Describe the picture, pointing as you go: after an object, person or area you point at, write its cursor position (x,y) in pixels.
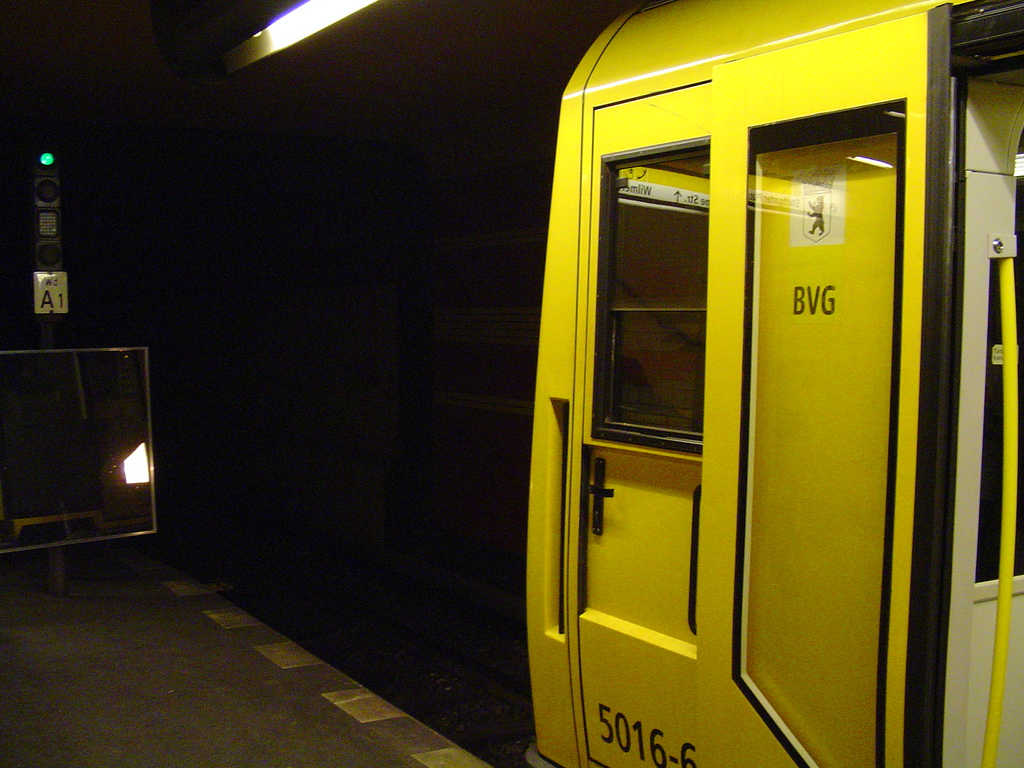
This is the picture of a railway station (441,735). On the right side of the image (877,222) there is a train (743,506). On the left side of the image (109,432) there is a pole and there is a board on the platform (235,676). At the top (269,55) there is a light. At the bottom (466,699) there is a railway track (402,636).
